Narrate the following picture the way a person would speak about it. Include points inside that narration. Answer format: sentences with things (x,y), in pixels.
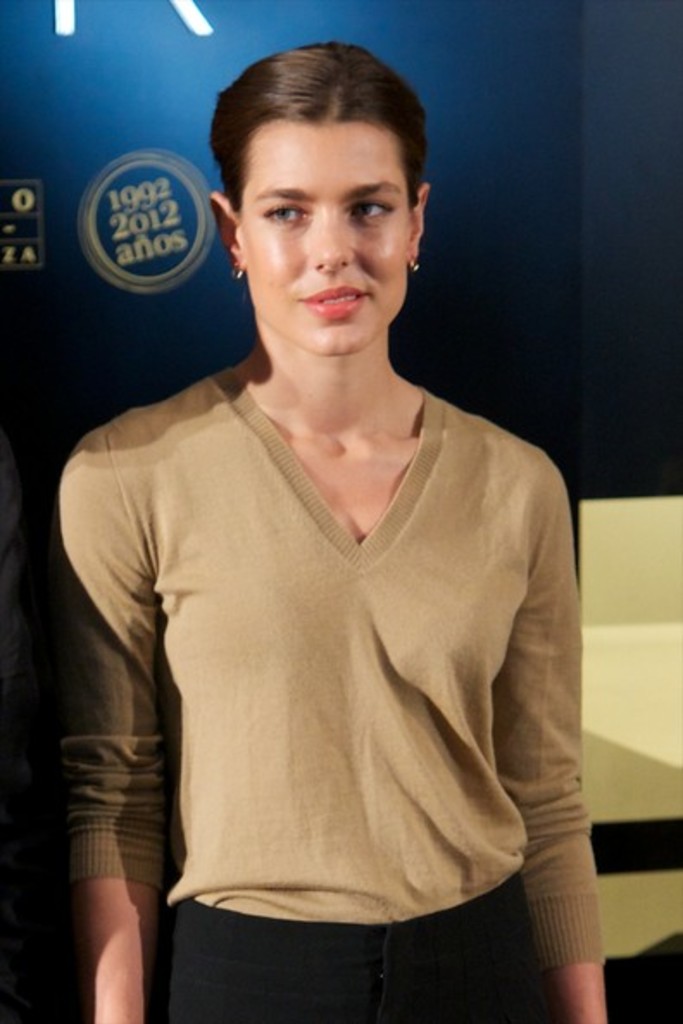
The woman (322,652) in brown T-shirt (322,652) and black pant (475,1006) is standing in the middle of the picture (379,378). Behind her, we see a blue board (156,233) with some text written on it. Beside her, we see a staircase (627,825).
